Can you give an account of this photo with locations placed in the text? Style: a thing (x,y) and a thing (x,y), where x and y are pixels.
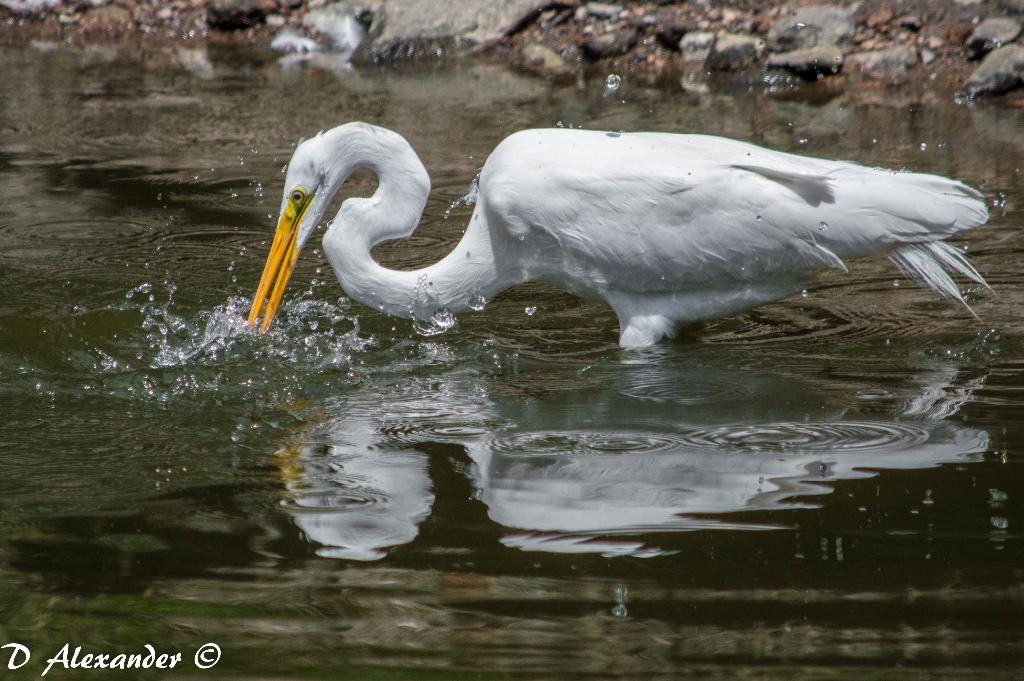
In the image there is a crane (389,308) standing in the water (344,390) and behind the crane (261,305) there are stones (732,33).
